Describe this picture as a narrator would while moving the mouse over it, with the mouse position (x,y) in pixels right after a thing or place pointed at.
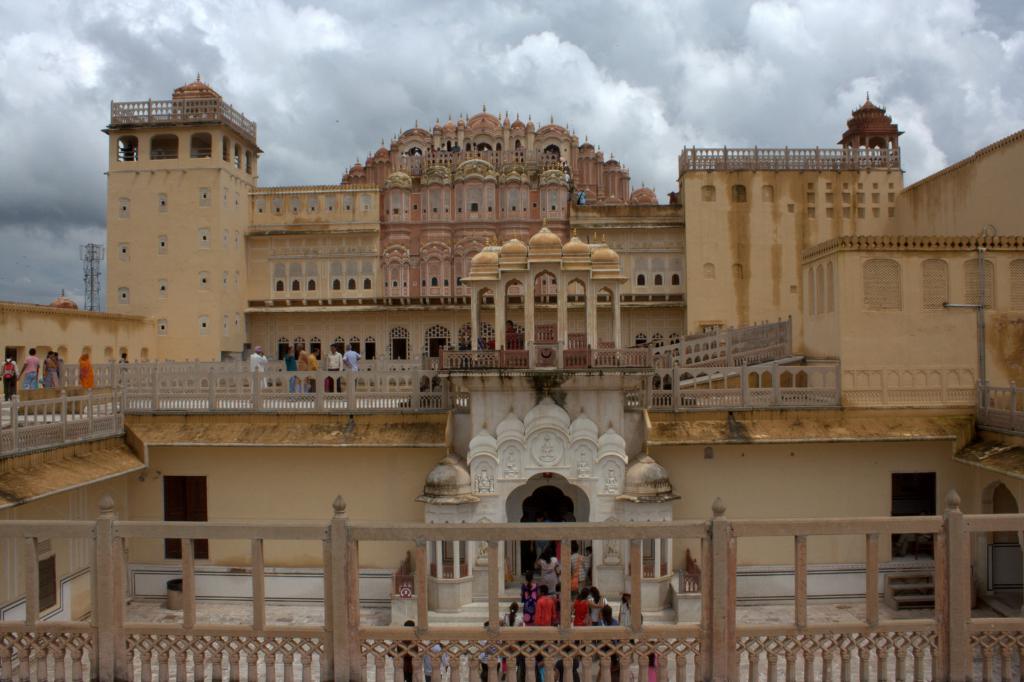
In this image in the center (562,272) there is a palace (407,483) and there are group of people (52,372), and also we could see railing (946,594), pillars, windows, walkway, and at the top (642,77) there is sky (676,73).
